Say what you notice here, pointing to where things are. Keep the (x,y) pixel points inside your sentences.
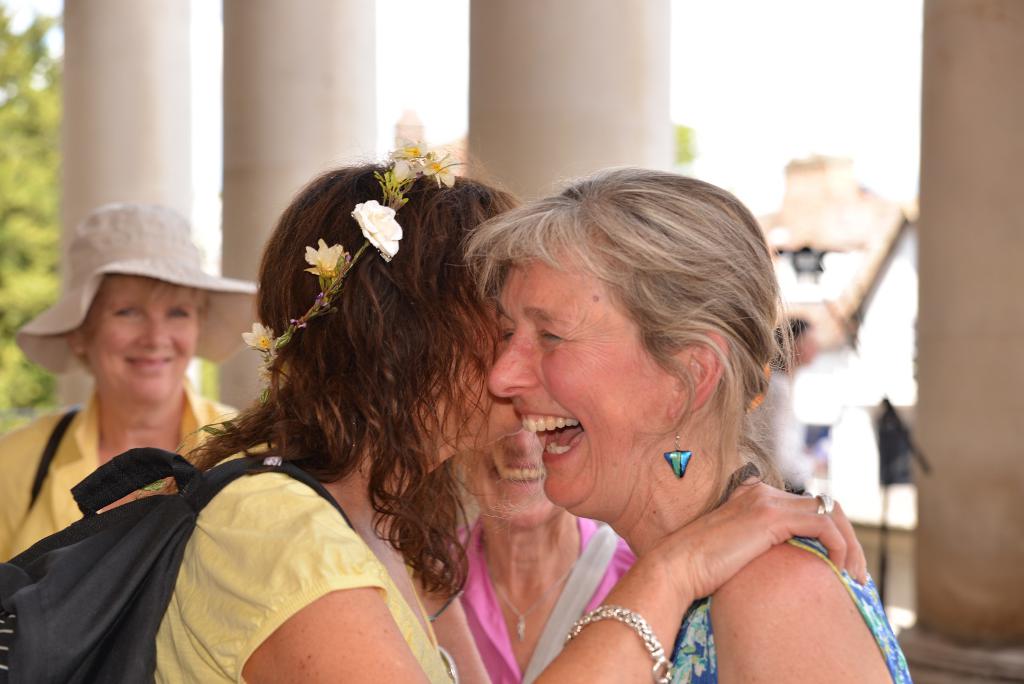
This woman (317,655) wore crown (406,163) and bag (182,546). Another woman (634,322) is smiling. Background (1008,74) it is blurry and we can see pillars (483,67), tree (21,237) and people (142,445).
